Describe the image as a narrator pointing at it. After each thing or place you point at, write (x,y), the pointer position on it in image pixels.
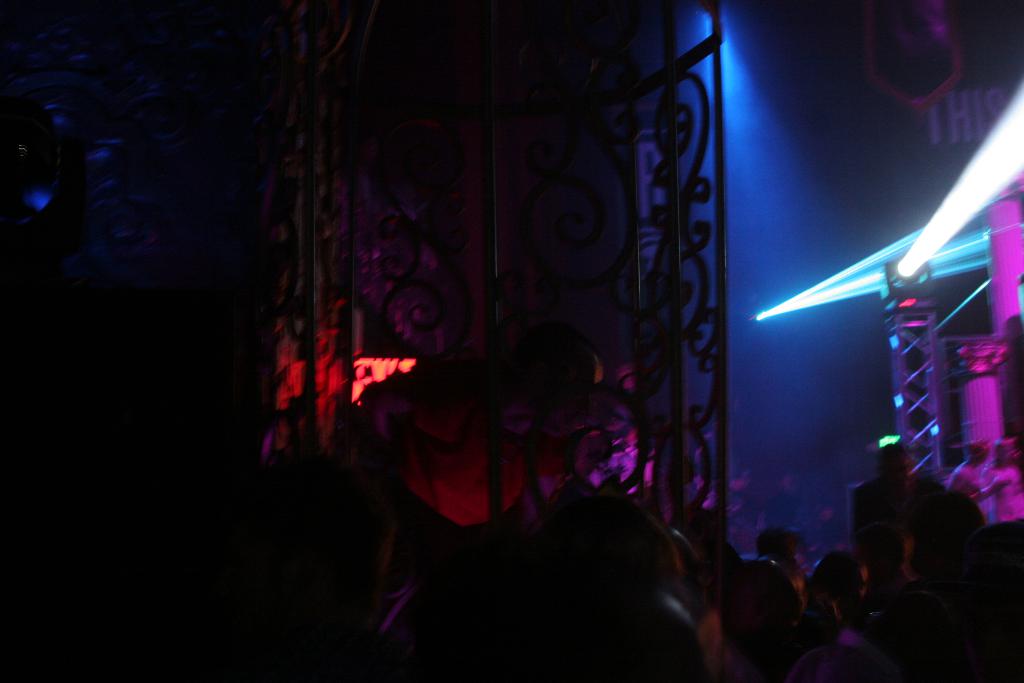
The image is dark. At the bottom (523,586) we can see few persons (724,598) and in the background (786,309) there are lights (786,309), poles (907,393), few persons (1015,478) and a text (966,114) written on a platform (949,104).
